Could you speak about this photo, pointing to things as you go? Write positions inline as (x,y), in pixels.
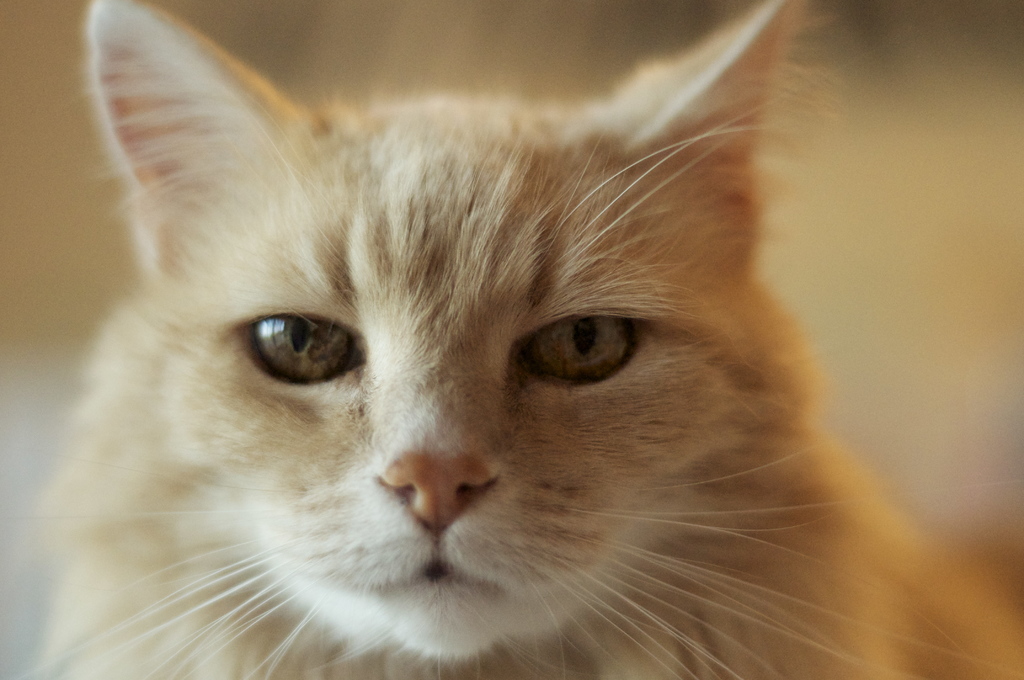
In this image we can see a cat (441,382).
